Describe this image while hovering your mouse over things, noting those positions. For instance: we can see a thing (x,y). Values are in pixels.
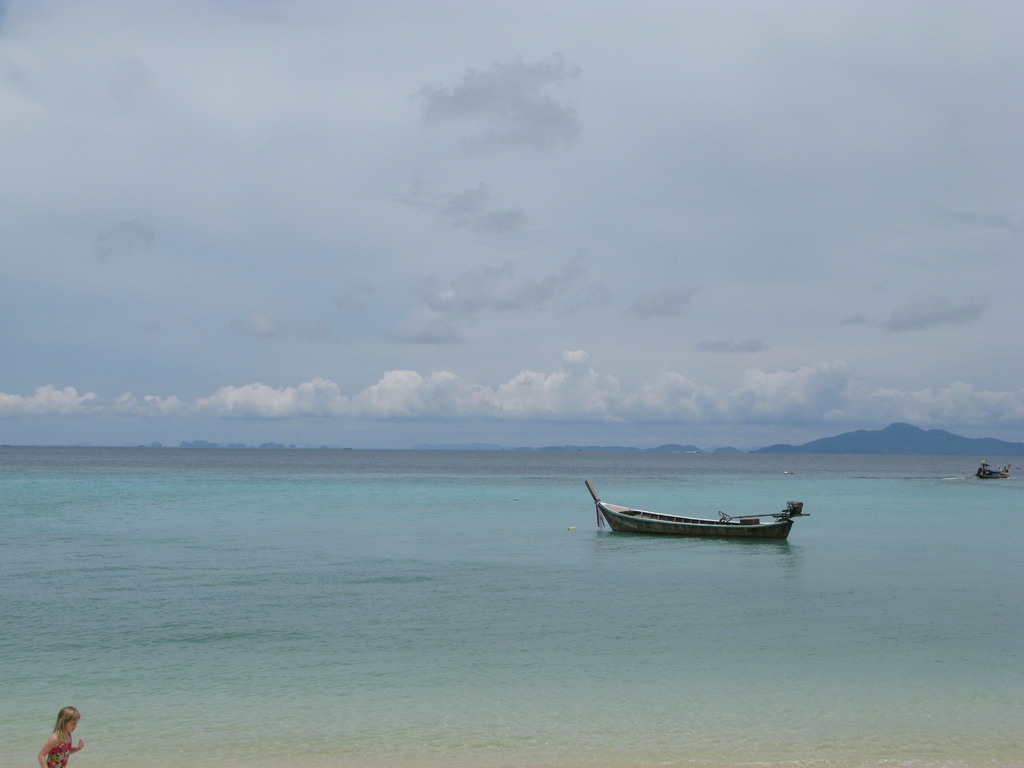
In this image I can see boat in the water (920,593). Background (384,298) I can see sky (417,350) in white and blue color, in front (48,758) I can see a person (58,725) wearing red color dress (51,746).
